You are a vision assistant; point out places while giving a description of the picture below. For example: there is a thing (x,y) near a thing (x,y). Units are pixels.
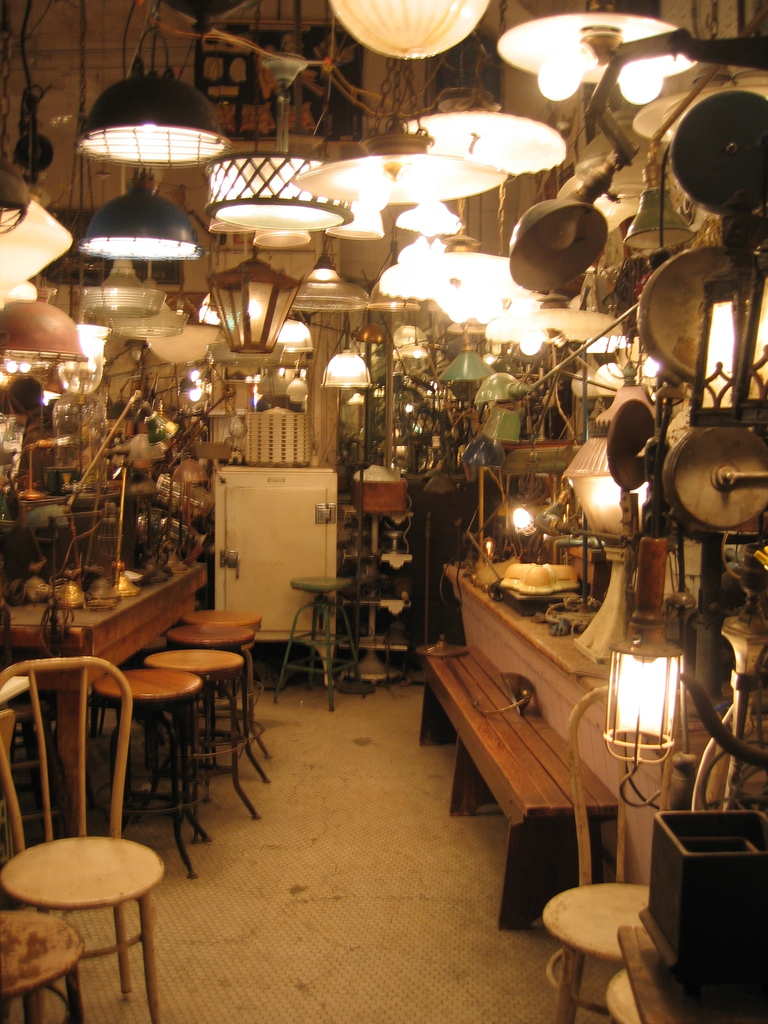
In this image, I can see the lamps (571,208) hanging to the ceiling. There are stools (199,770), chairs (125,857) and a bench (491,714) on the floor (286,792). On the left (137,646) and right side of the image (532,635), I can see the tables (107,639) with objects (154,494) on it.
